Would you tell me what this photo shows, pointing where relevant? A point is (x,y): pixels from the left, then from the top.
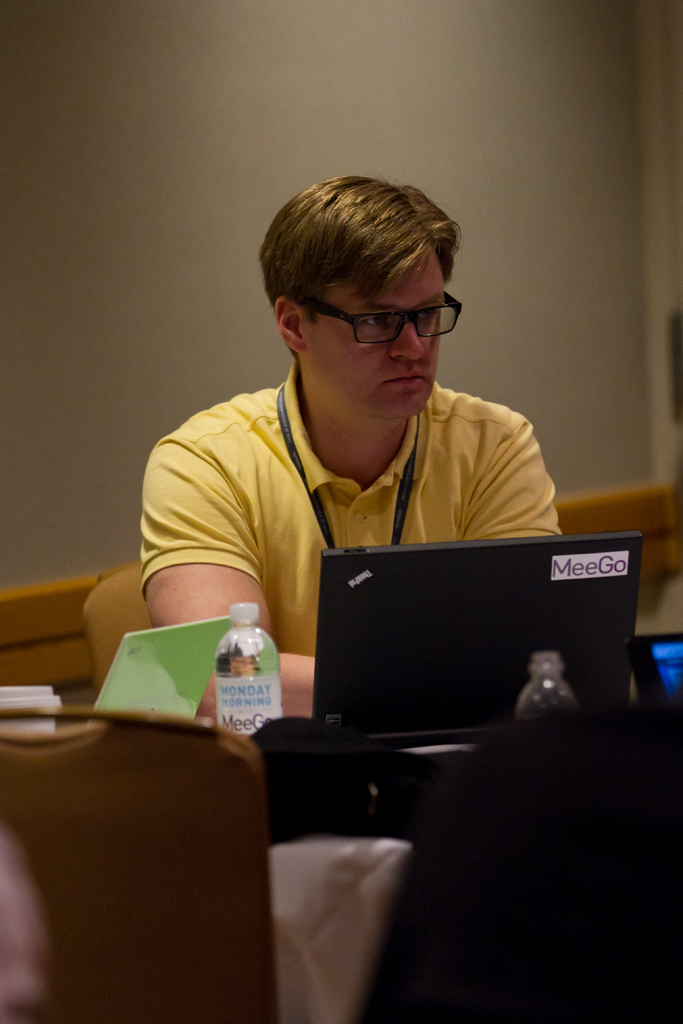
In this image we have a man (303,533) who is sitting on the chair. He is wearing a glasses (397,314) and a yellow t shirt (346,514). Here we have a laptop (552,602) and a water bottle (280,693) and few other stuff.
